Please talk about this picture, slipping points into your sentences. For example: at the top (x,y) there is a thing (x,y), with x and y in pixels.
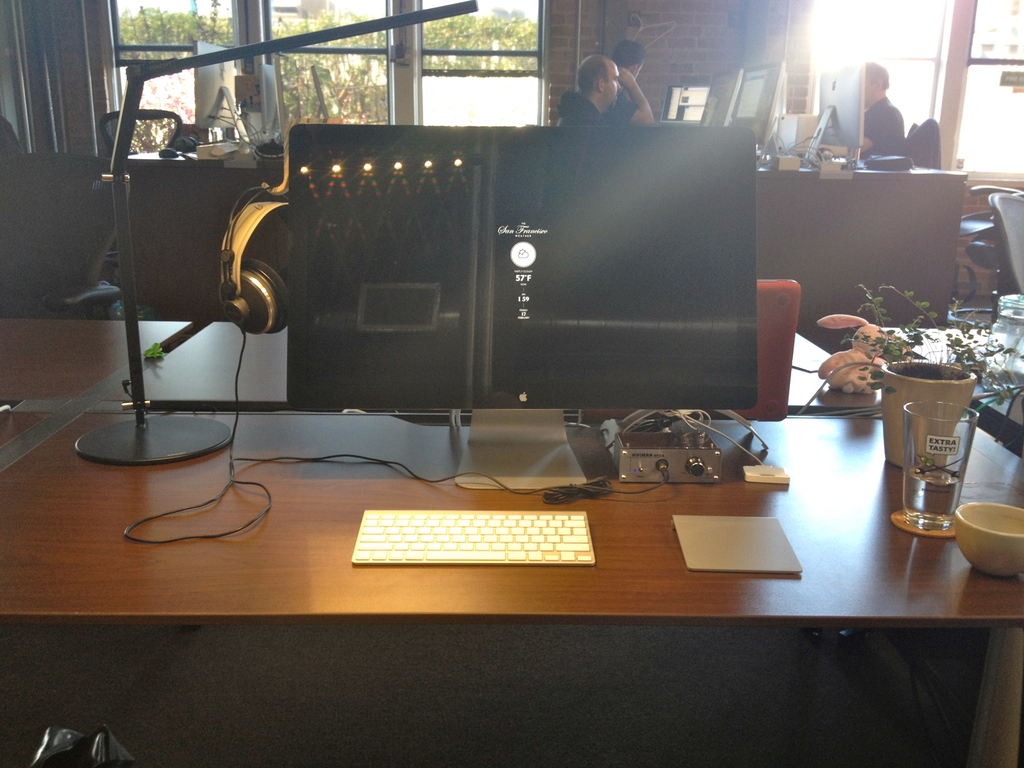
In the center (606,463) we can see table (560,588). On table (557,591), we can see keyboard (514,548), monitor (590,361), glass (932,506), bowl (975,552), pot (887,378), doll (851,354) and wire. In the background (675,84) there is a wall (604,32), glass (335,80), trees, curtain (33,59) and few persons (635,115) were sitting on the chair (981,195) around the table (800,180).
